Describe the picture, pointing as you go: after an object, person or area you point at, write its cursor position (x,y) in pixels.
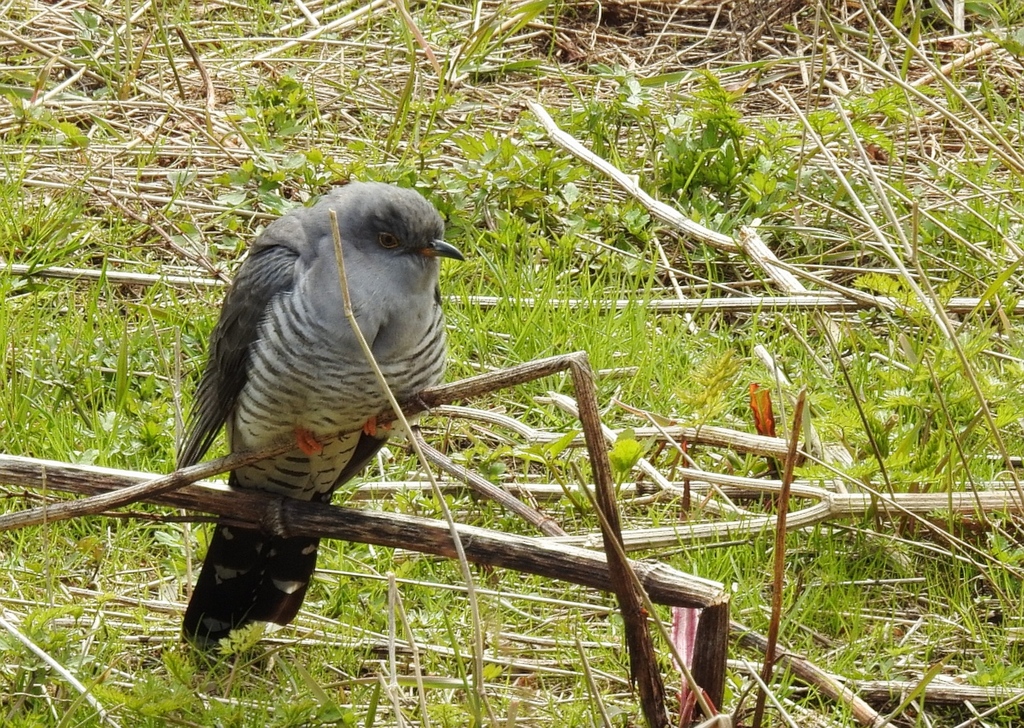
In this picture we can see a bird (278,427) on the branch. Behind the bird (289,345), there are plants (699,176) and grass (98,321).
